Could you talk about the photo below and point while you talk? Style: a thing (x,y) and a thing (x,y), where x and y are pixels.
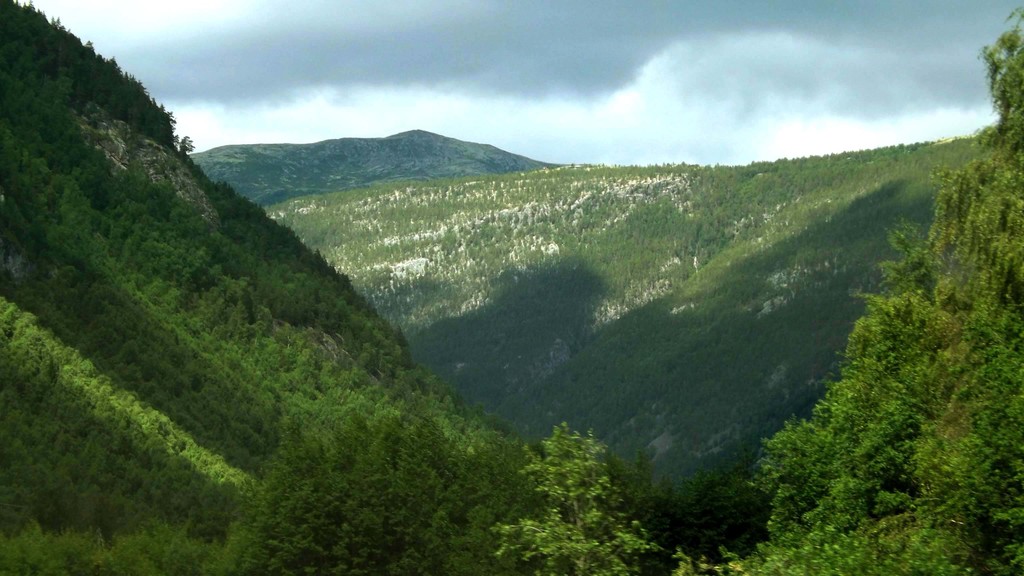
At the bottom of this image (278,471), there are trees (143,538). In the background (11,66), there are mountains (11,66) and there are clouds (649,55) in the sky (524,8).
